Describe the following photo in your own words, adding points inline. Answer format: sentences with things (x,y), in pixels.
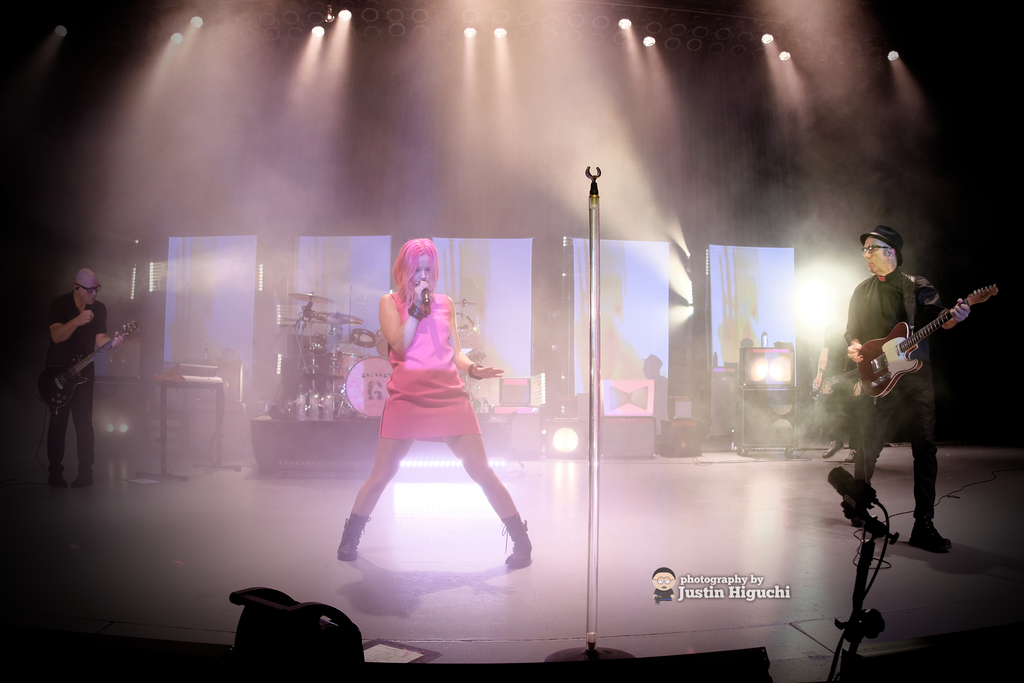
At the top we can see lights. On the background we can see musical instruments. We can see two men (901,275) standing and playing guitars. We can see a women (520,539) standing and holding a mike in her hand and singing. This is a platform (431,573).
